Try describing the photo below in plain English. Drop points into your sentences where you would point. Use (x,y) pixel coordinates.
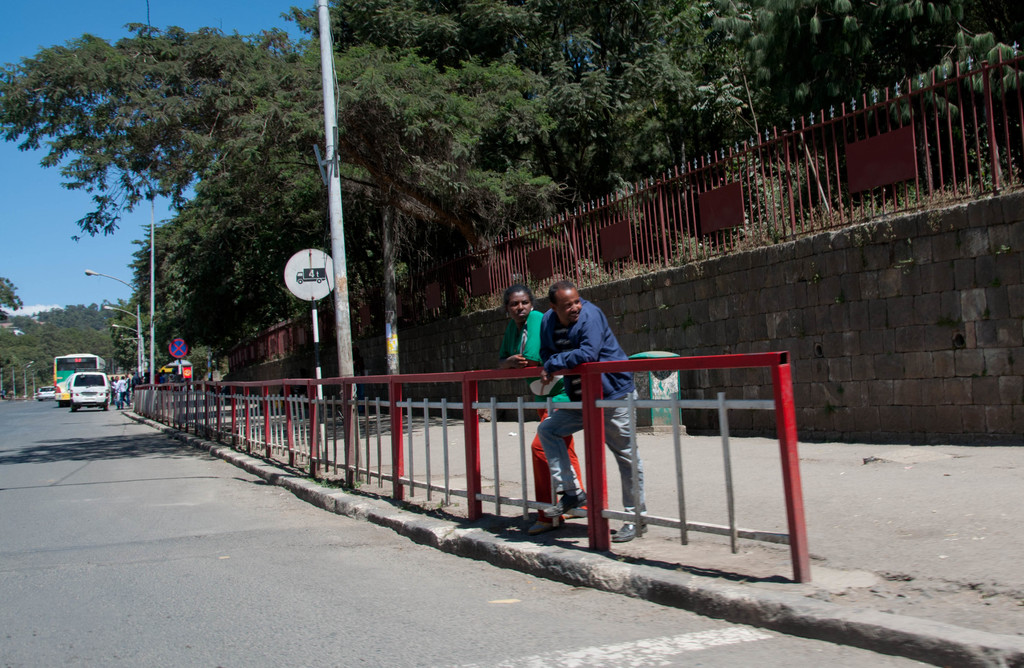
In the image there are two people (615,417) standing by leaning on a railing (398,419) in front of a footpath (704,444) and behind the footpath (688,462) there is a wall (765,271) and above the wall (930,299) there is a fencing (905,155), behind that fencing (854,169) there are plenty of trees (549,80), There is a road (367,541) beside the footpath (429,517) and on that road (107,460) there are some vehicles (81,373) in a distance, there also many street lights (137,343) on the footpath (504,492).
